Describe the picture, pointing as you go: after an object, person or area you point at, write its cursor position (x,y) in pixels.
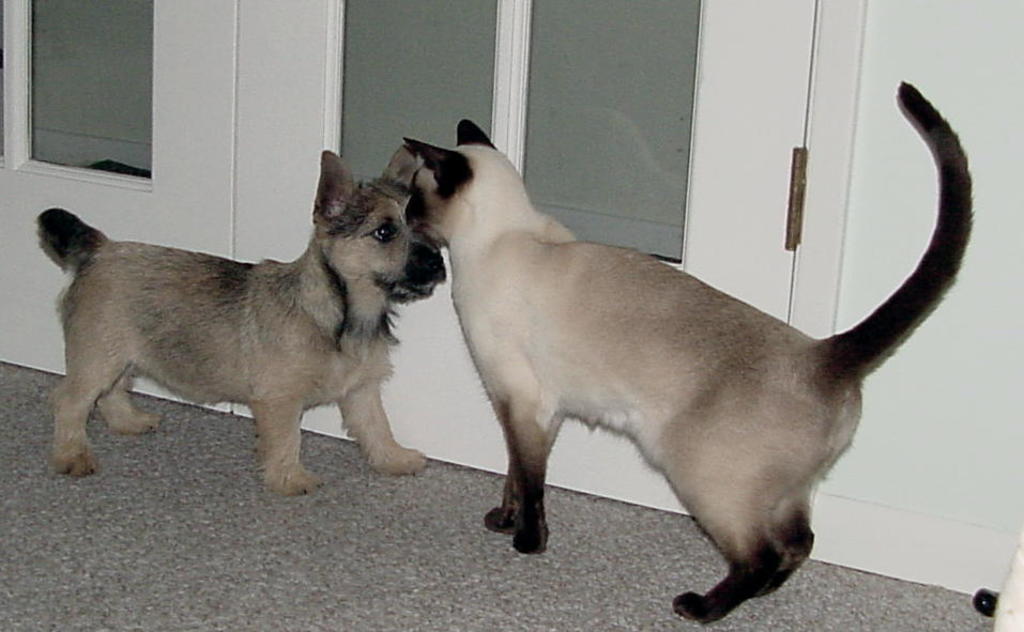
As we can see in the image there is a white color wall (999,205), doors (416,125), cat (482,131) and a dog (180,266).
